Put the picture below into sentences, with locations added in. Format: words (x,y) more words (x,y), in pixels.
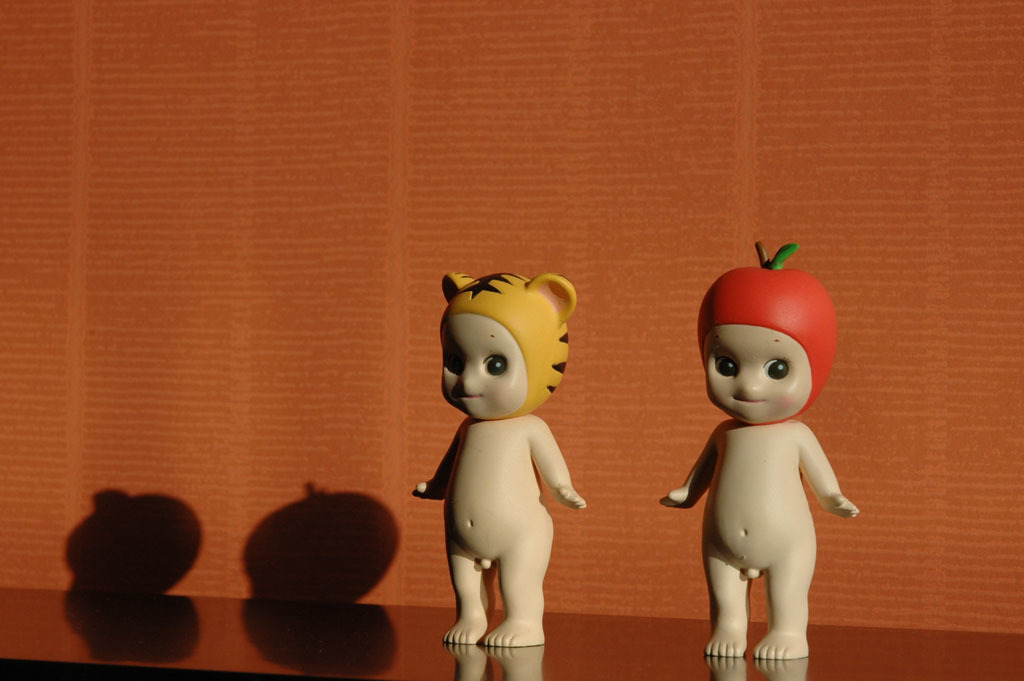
In the foreground of this image (477,427), there are two toys (806,558) on a surface (428,640). Behind it, there is orange background (269,274).
